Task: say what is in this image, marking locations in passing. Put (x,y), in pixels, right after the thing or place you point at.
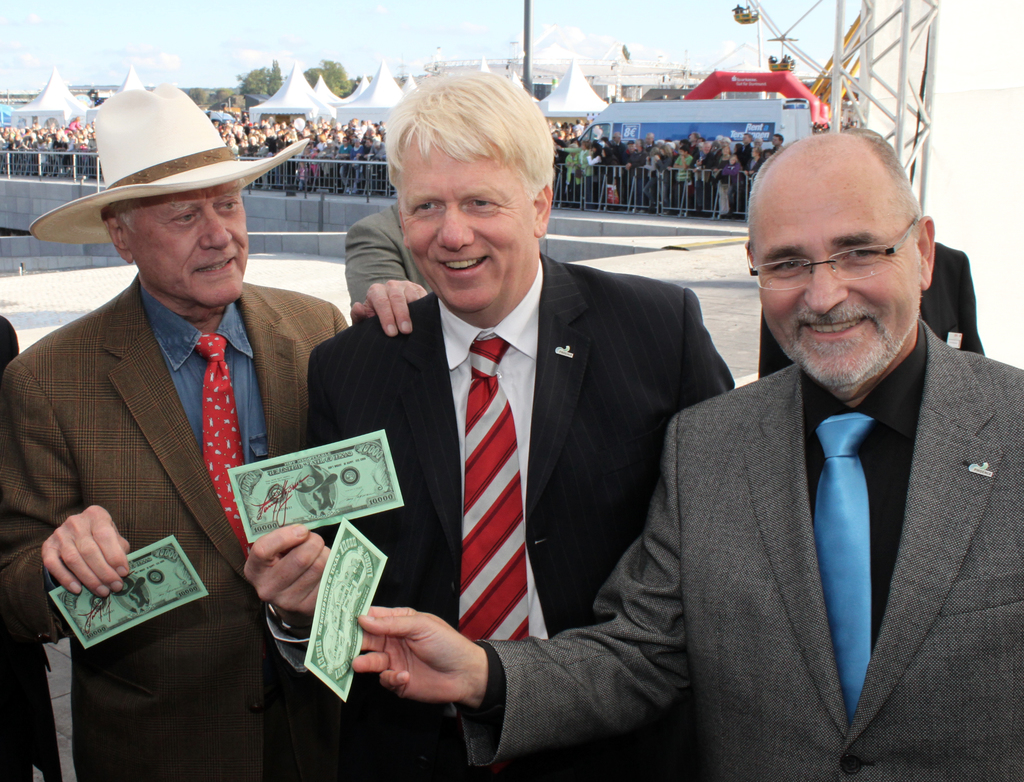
In this image we can see three men (673,469) are holding currency notes (330,586) with their hands (383,653). In the background (341,294) we can see floor (702,286), wall (336,225), railing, people (367,158), tents (563,112), trees (337,72), poles (839,6), and other objects (785,59). In the background (98,39) there is sky (408,59) with clouds (653,46).
